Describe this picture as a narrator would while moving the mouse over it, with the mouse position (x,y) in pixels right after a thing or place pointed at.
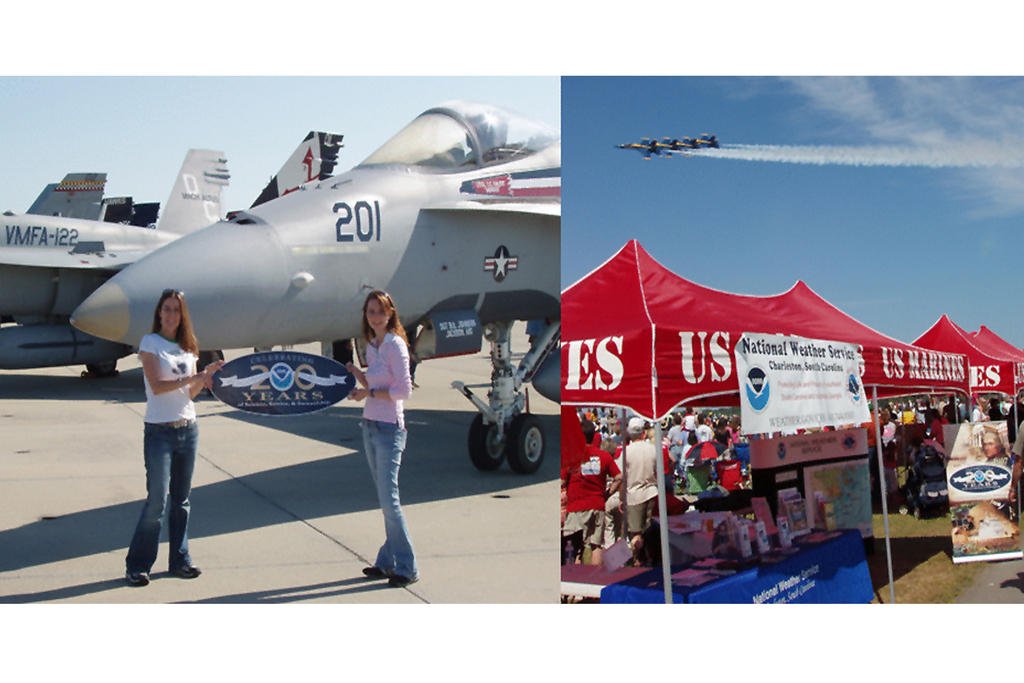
This is a collage image. Here I can see two pictures. In the right side (821,496) picture, I can see few objects (692,515) are placed under the red color tent (696,374). In the background (634,486) few people (613,453) are standing. On the top of this image (652,152) I can see few aeroplanes (652,145) are flying in the air (630,117) towards the left side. In the left side (107,222) image I can see two planes (69,275) on the land (322,423) and two women (392,351) are standing, smiling and giving pose for the picture. On the top of this image (180,115) I can see the sky (76,118).
